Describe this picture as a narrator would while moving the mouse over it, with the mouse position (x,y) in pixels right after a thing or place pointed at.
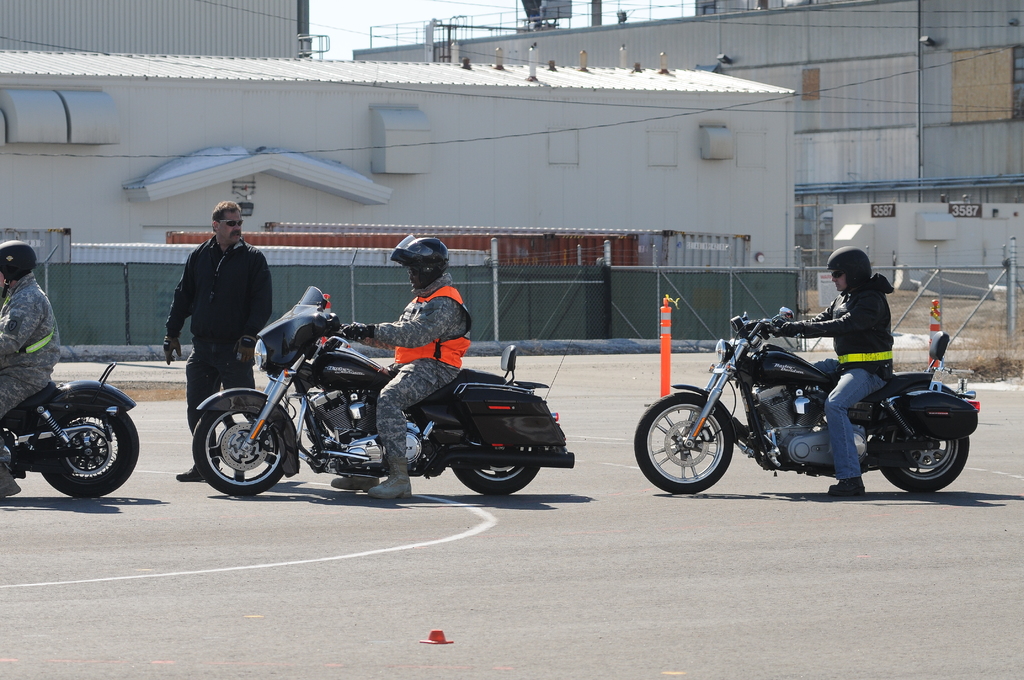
In this picture outside of the shed (481,182). The three persons (428,353) are riding on a motorcycle (412,424). They are wearing helmet (436,276). On the left side of the person (249,324) is standing, He is wearing spectacle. We can see in background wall (290,117), fence (524,335), sky (342,48).
